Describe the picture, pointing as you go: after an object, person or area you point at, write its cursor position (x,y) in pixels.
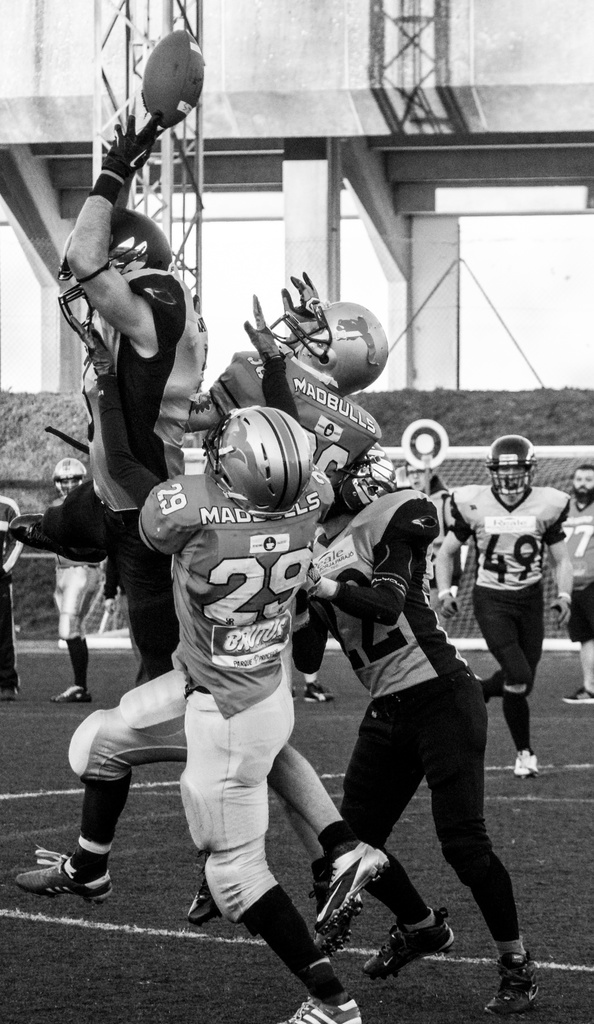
This is a black and white image which is clicked outside. In the foreground (282,412) we can see the group of persons (359,573) seems to be running on the ground (437,959). On the left (98,194) there is a person (109,195) holding a ball (178,95) and jumping on the ground (429,809). In the background (522,483) we can see the group of people (1,583), sky (465,225), metal rods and some other objects (430,302).
